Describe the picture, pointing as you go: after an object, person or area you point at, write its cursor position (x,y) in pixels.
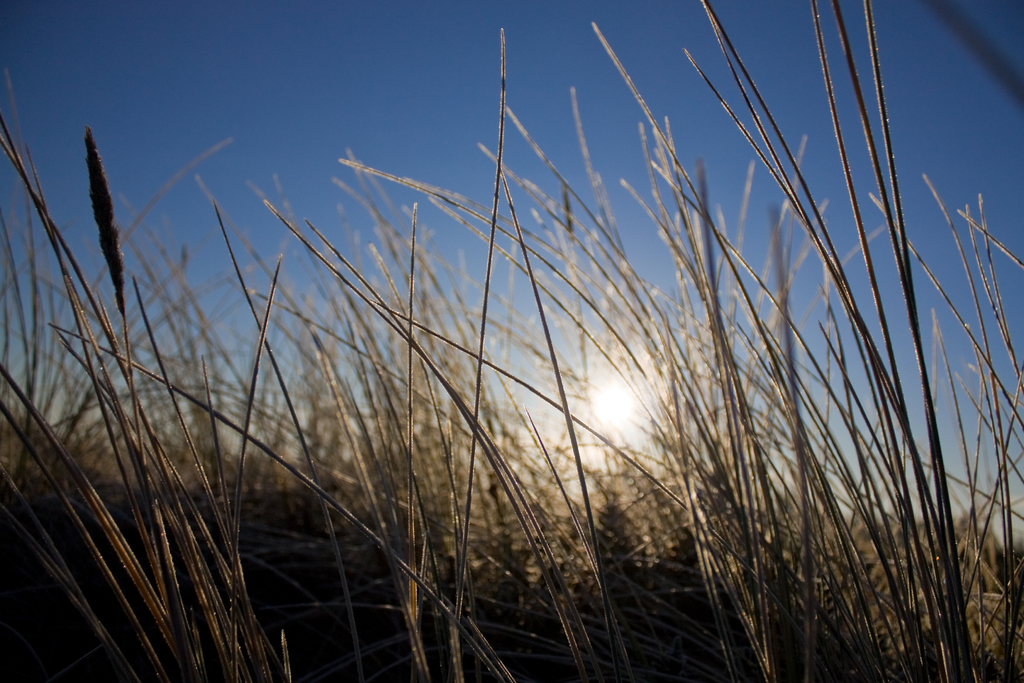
There are plants (652,478) on the ground (95,574). In the background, there is a sun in the blue sky (550,133).
